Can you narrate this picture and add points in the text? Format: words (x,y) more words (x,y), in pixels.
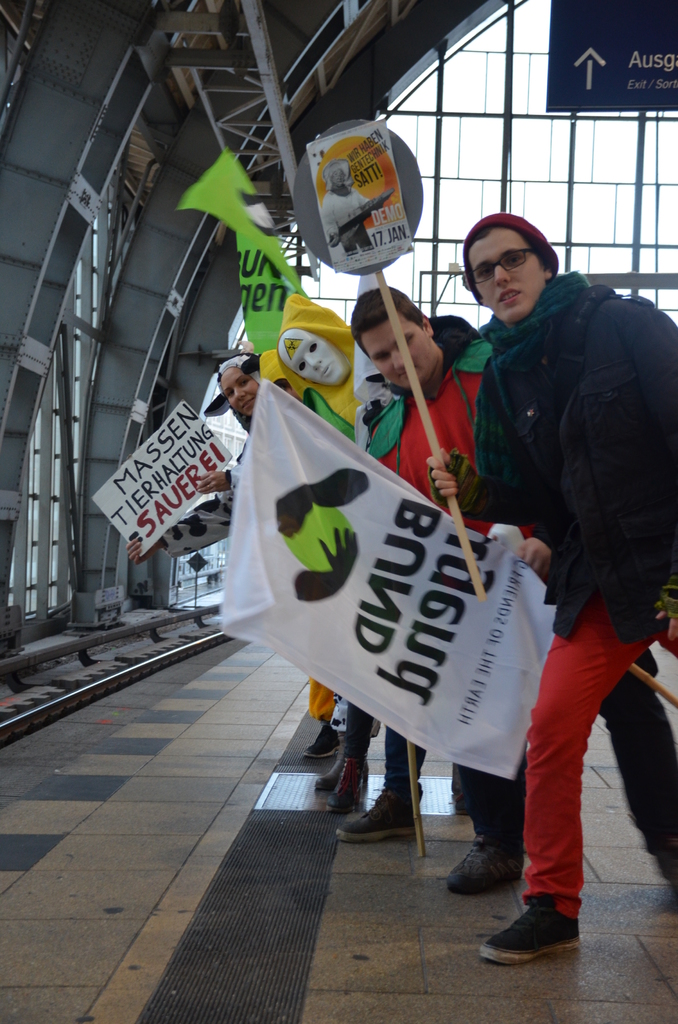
In this image I can see group of people (486,501) standing and holding few banners (221,464) and the banners (484,619) are in white and green color. Background (658,143) I can see the board (581,66) attached to the pole (453,511) and I can also see the glass wall (531,140).
